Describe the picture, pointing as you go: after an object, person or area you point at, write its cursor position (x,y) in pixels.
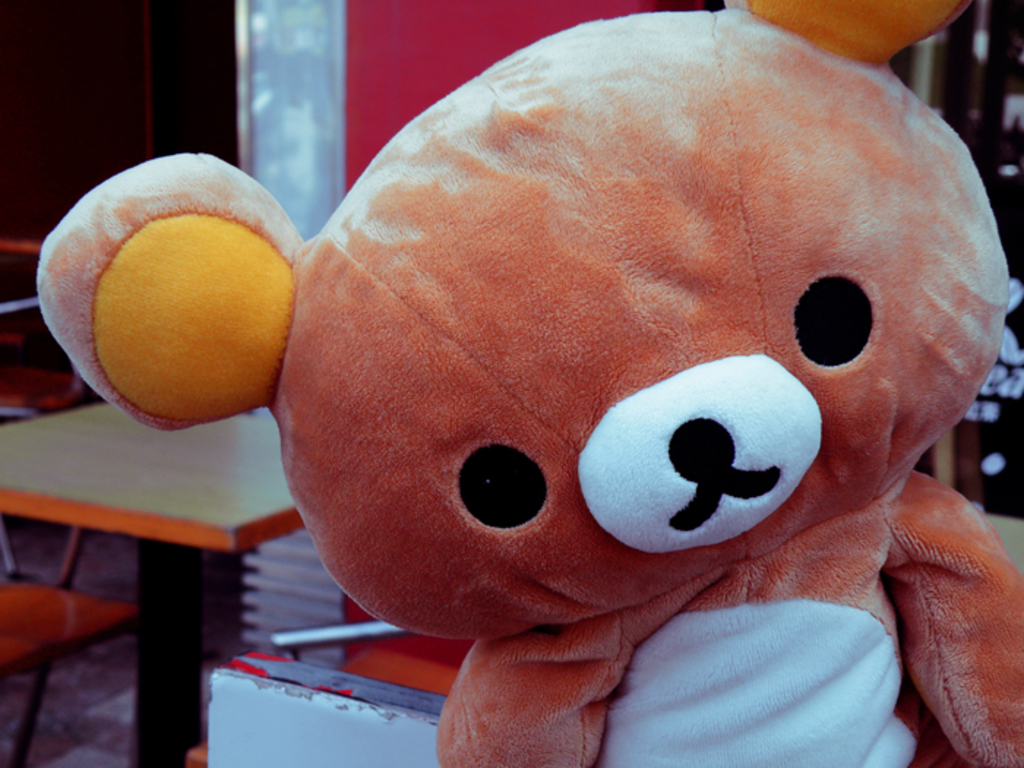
On the right side of the image (851,375) we can see a doll (641,412). In the background of the image (111,133) we can see the wall (111,133), table (269,464), chairs (90,605) and floor (32,549).
